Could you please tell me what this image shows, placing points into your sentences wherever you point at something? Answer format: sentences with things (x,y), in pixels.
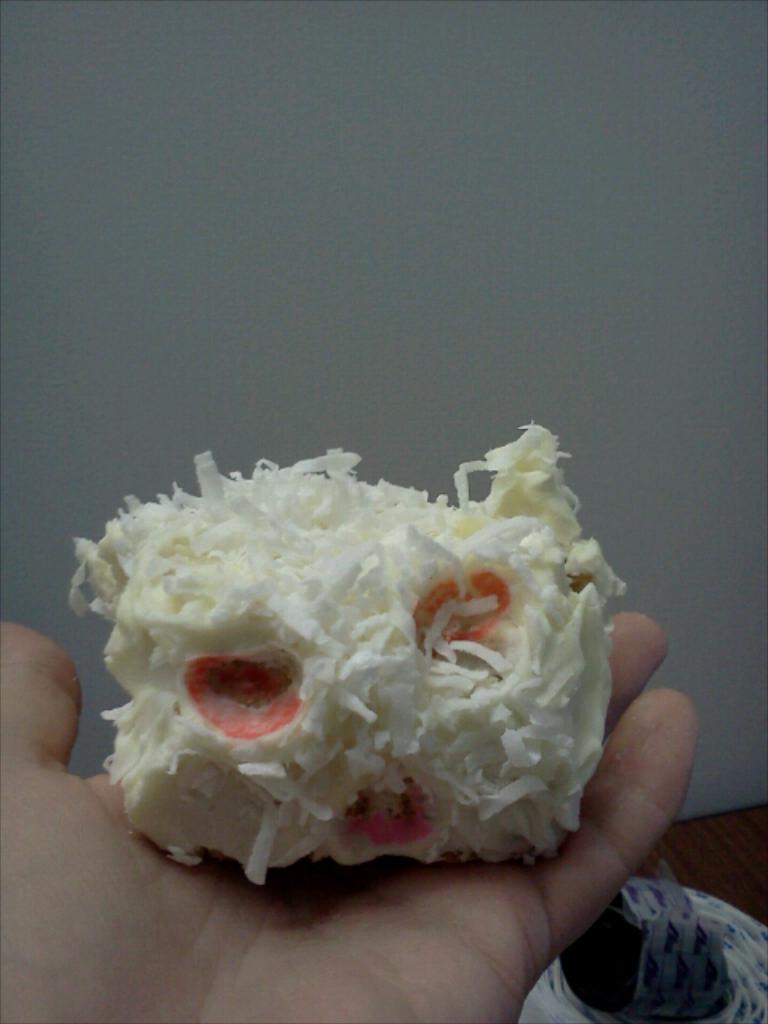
In this image we can see a food item (284,736) in a human hand (461,942). In the background (282,250), we can see a white color wall (532,317). There is an object (711,901) in the right bottom of the image (670,949).
